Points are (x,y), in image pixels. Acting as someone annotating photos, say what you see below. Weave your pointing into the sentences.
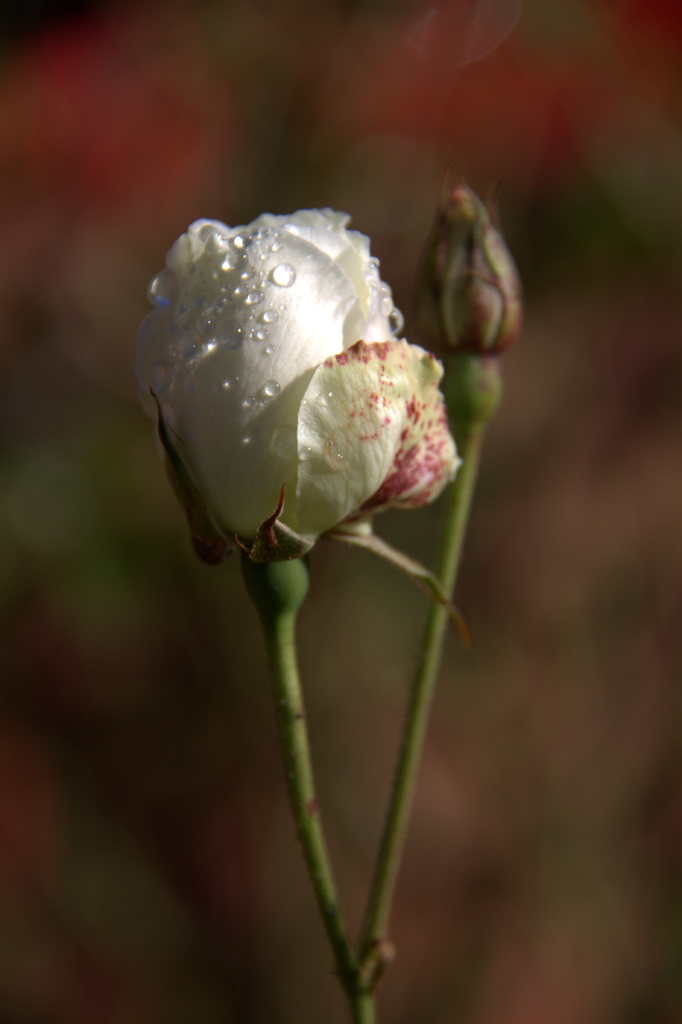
In this image in the foreground (294,626) there is one flower (294,564), in the background (376,679) there are some plants (350,903).
